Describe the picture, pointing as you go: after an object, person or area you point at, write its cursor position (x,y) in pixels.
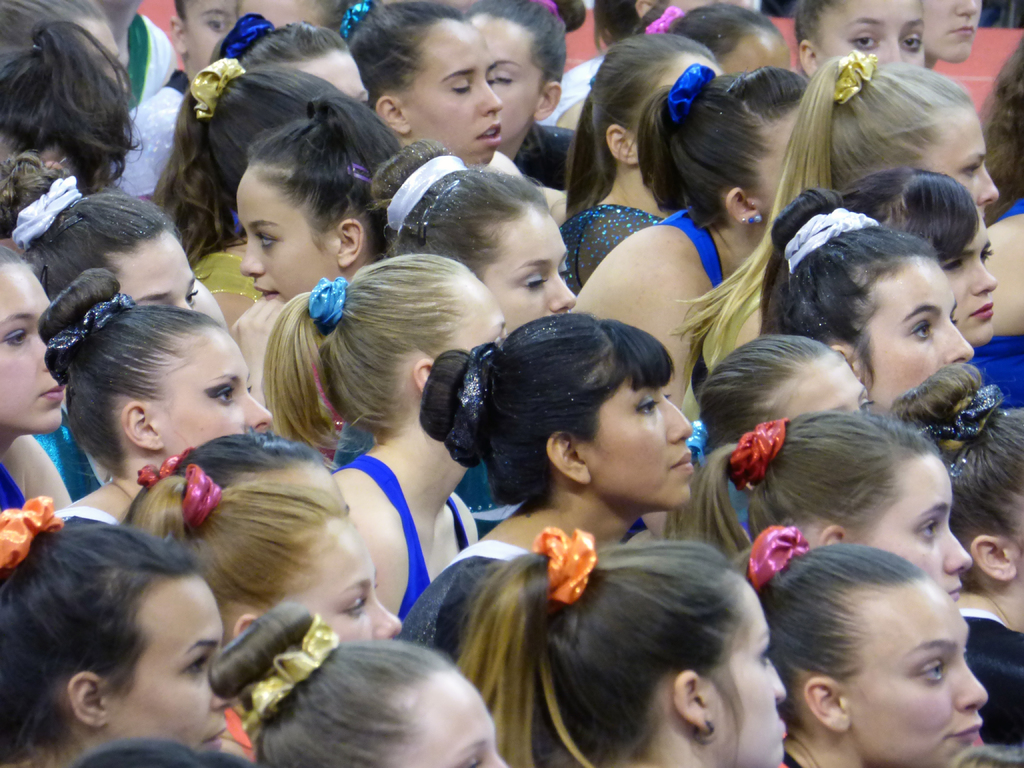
In this image there are group of people (295,223) and some of them are talking.
